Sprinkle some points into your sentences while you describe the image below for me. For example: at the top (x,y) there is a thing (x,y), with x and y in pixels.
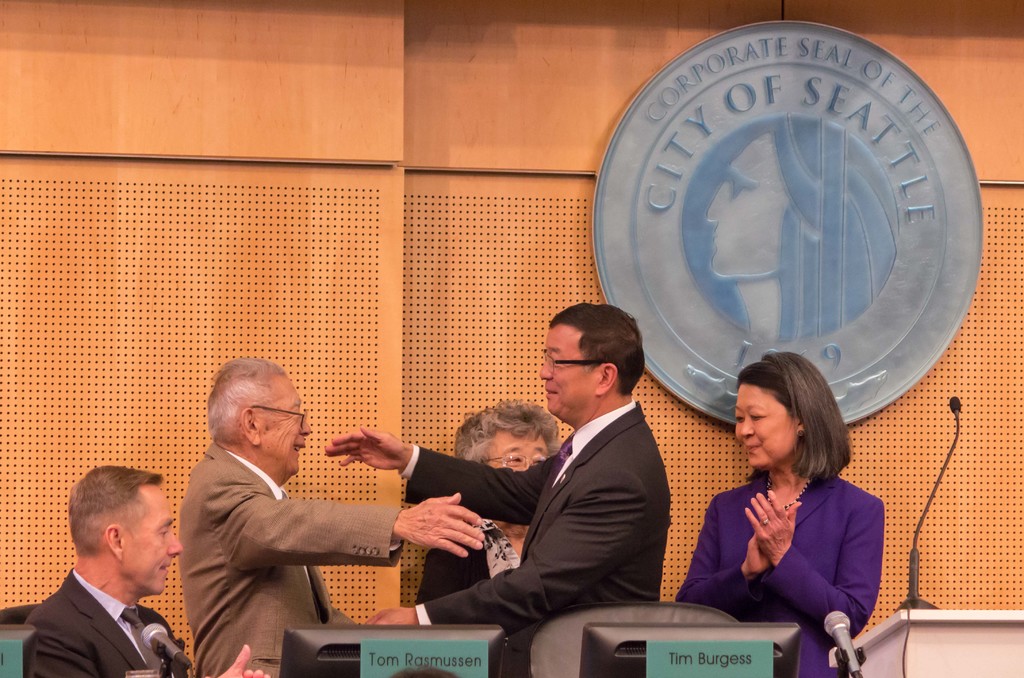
These four people (747,550) are standing and this man (95,619) sitting on chair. We can see monitors (330,632) and microphones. Beside this woman (857,532) we can see microphone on the podium (936,618). In the background (710,240) we can see board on a wall (377,194).
